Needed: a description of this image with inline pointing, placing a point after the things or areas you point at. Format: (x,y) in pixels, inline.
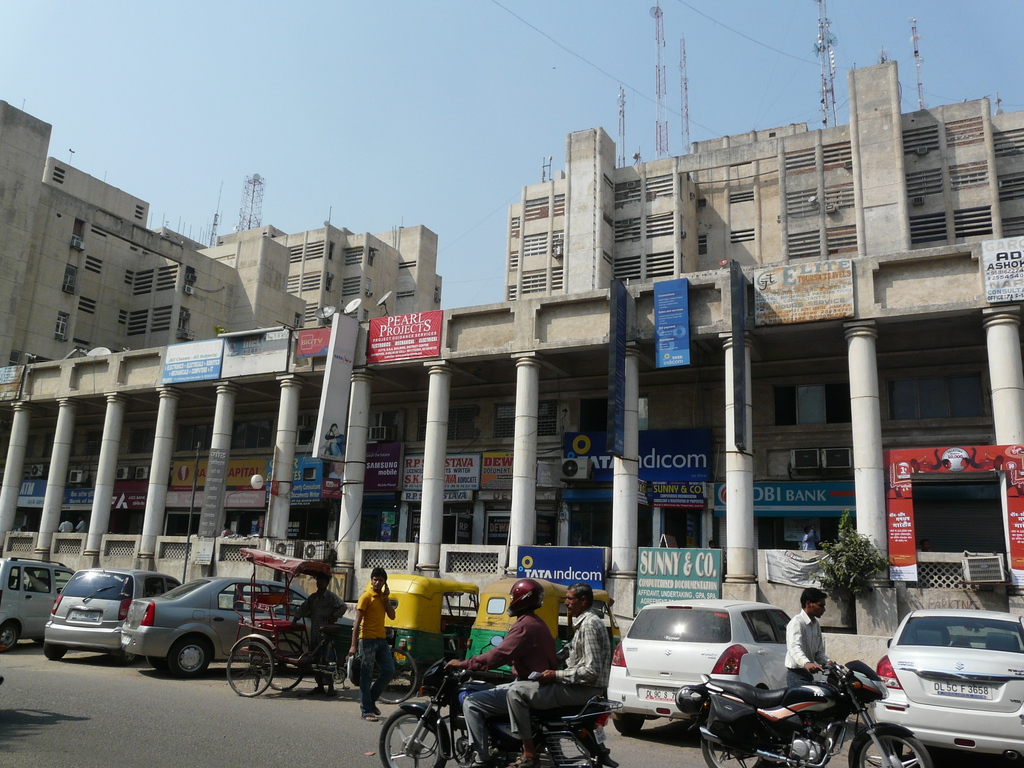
This image is taken in a outside view. In this image there is a buildings (538,290) with window (177,450), pillars (353,438), wall (900,376) and boards (425,337) attached to them with a text (419,330). At the bottom of the image (108,722) there is a road (243,755) and on that road (196,711) there are few vehicles (200,668). In the middle of the image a man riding a bike (427,765) with another man (528,719) at the back of him.
